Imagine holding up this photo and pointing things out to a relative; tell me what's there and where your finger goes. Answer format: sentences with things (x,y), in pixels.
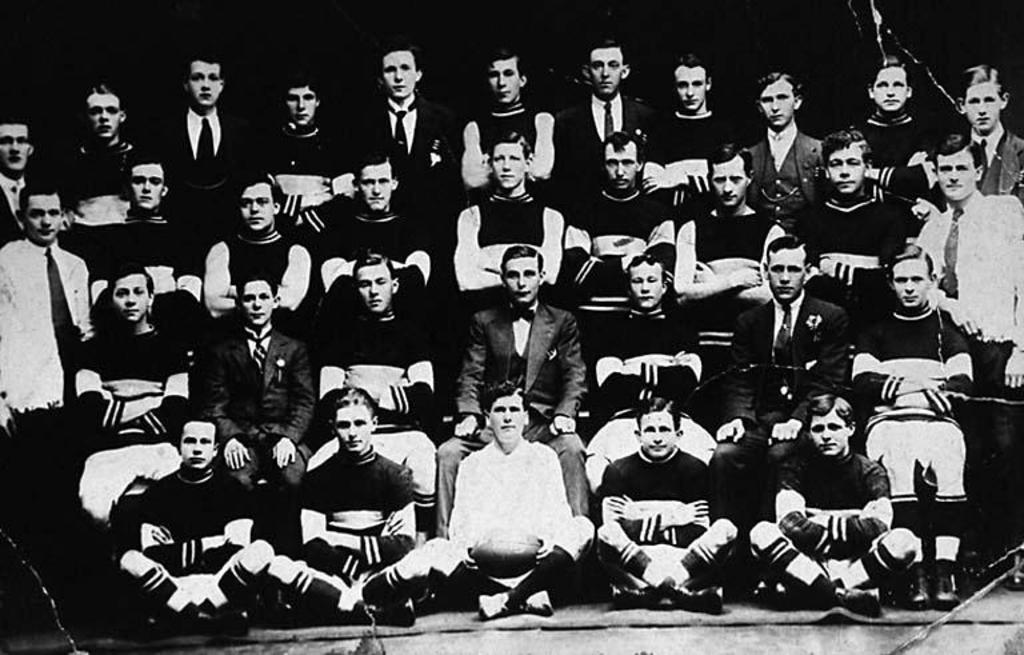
It is a black and white image and in this image we can see a few people (395,170) standing, few people (918,257) are sitting and a few (652,592) are sitting on the mat (1008,602).
